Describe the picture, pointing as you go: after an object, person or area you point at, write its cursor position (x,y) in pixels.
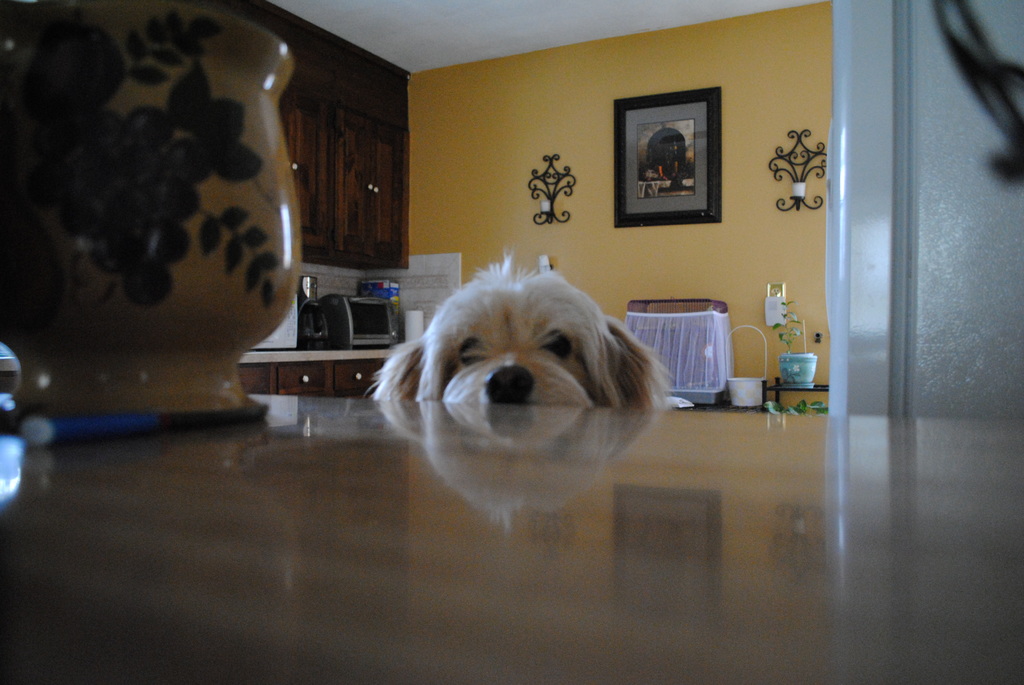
In this image, we can see a white dog (515,369). Here we can see a surface (279,532) and pot (80,300). Background (679,259) there is a wall (615,253), some showpieces (807,207), photo frame (667,173), cupboards (342,177), microwave oven (349,321), some machine (322,326), objects (387,285), tissue (407,325), plant (787,333) with pot (797,372). Right of the image (936,296), we can see ash color object (931,257). Top of the image (446,31), there is a white roof (490,36).
